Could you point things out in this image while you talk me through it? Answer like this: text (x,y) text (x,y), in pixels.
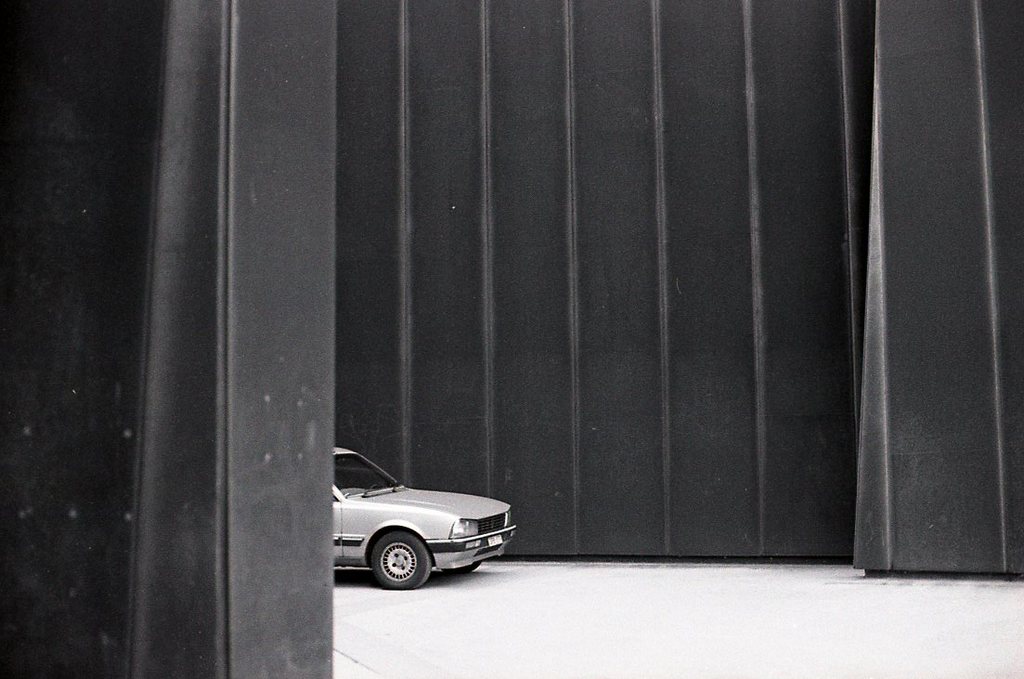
In this picture we can observe a car (415,526) on the floor (518,604). We can observe a black color wall (419,196) in the background (451,203). This is a black and white image.
